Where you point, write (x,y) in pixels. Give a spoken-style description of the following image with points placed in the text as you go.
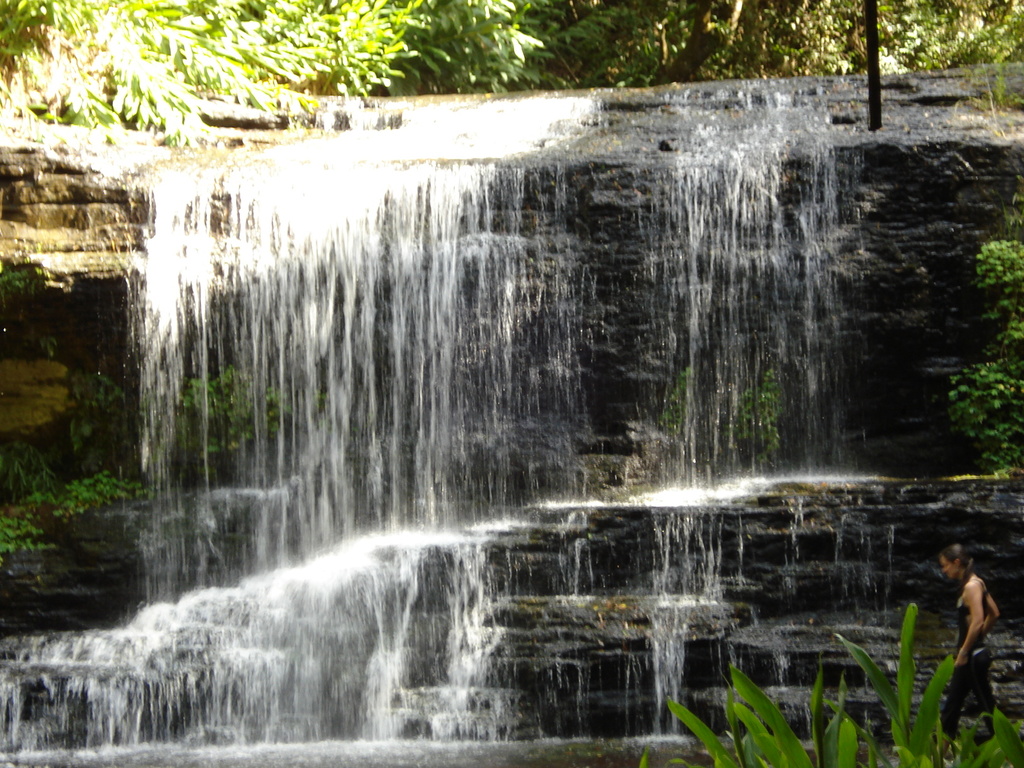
This picture is clicked outside the city. On the right (959,568) there is a person (957,647) standing on the ground (967,733) and we can see the plants (915,726). In the center (390,371) we can see the waterfall (428,557) and the rocks (902,170), trees (891,19), plants (811,36) and a pole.
